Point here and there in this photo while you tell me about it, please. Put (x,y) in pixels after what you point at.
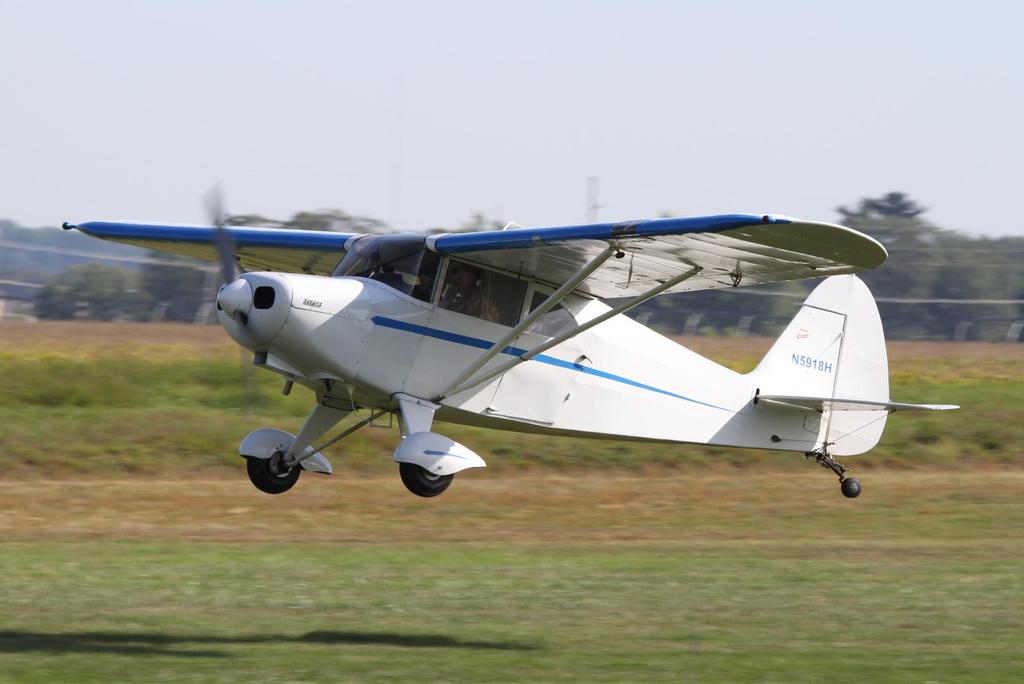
In this image there is a propeller plane (325,404) flying in the air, under that there are some grass fields (975,532), beside that there are some trees (167,306).
